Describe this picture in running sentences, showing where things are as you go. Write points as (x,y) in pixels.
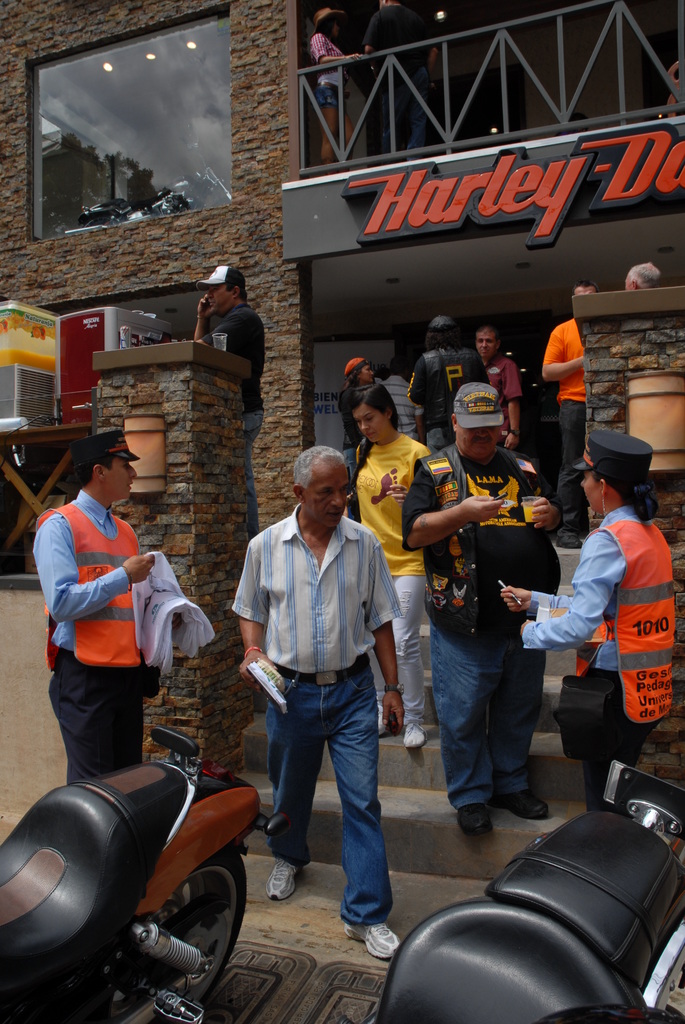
In this image I can see group of people (650,719), some are standing and some are walking. In front (637,964) I can see few vehicles (639,975), background (647,164) I can see the board (657,177) in black color and the building (192,235) is in brown color and I can also see the railing (564,104) and the glass wall (114,104).
